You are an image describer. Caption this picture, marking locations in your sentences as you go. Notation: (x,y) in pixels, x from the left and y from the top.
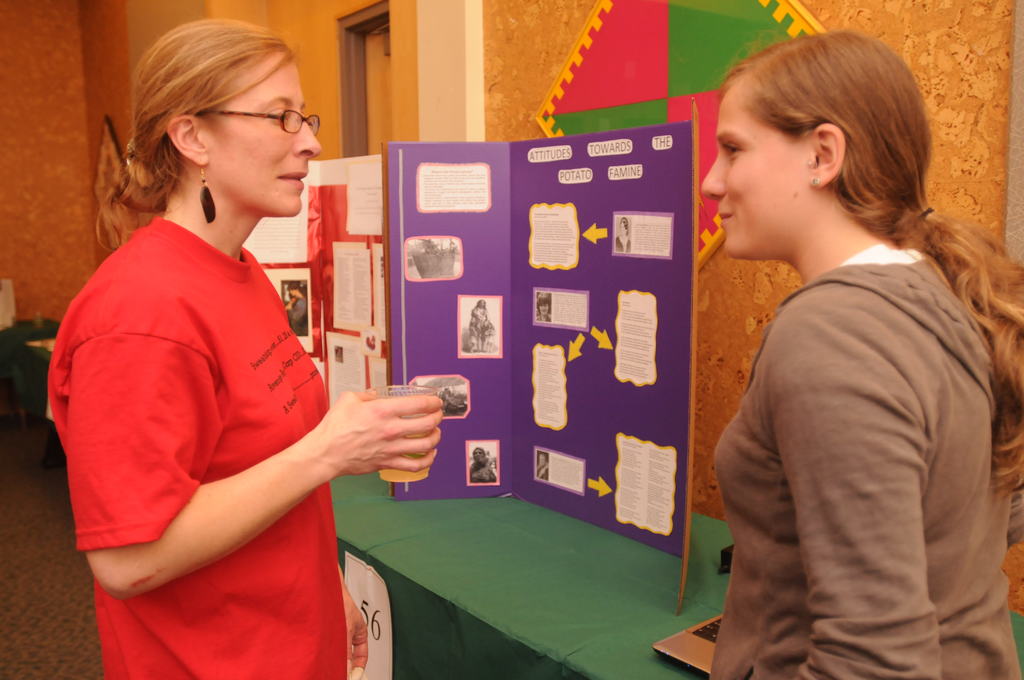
In this image I can see two people (292,439) with different color dresses (292,439) and one person (322,449) is holding the glass (388,470). To the side of these people (390,465) I can see the boards (500,382) and the laptop (694,661) on the green color surface (464,575). In the background (601,58) I can see the green, red and yellow color board (588,71) attached to the wall (25,117).
